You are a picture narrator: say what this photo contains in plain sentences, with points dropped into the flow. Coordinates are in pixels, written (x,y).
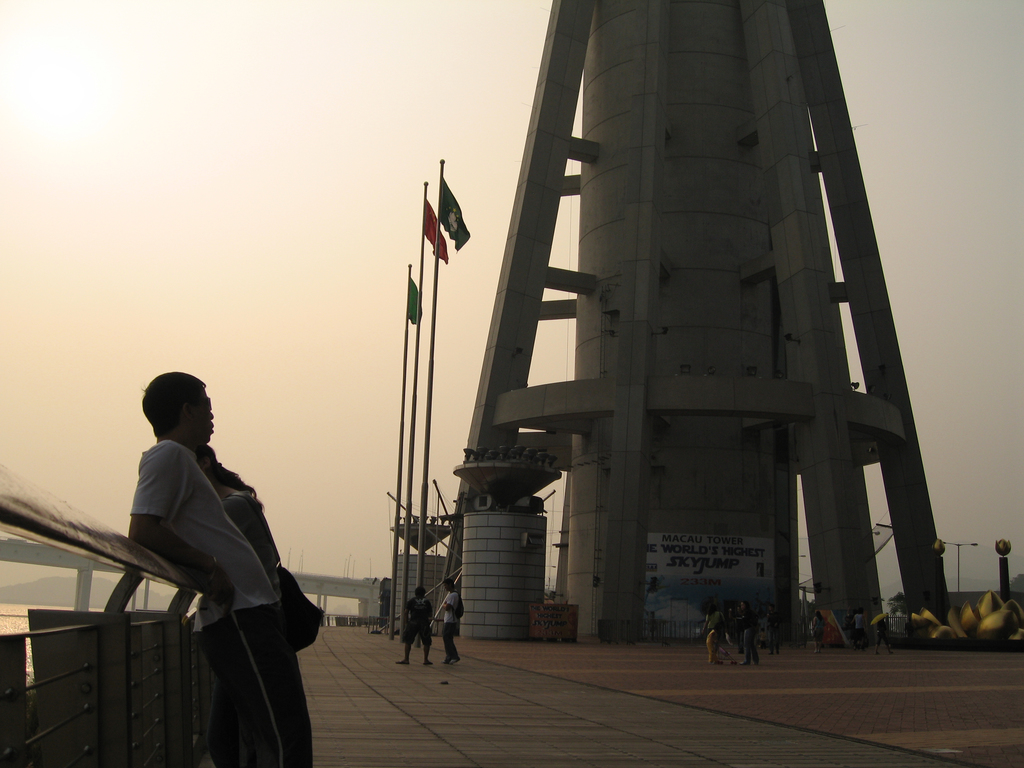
In this picture I can see group of people (241,697) standing, there is a tower (824,430), there are flags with the poles (396,524), there is a bridge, there is water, and in the background (508,177) there is the sky (953,352).
